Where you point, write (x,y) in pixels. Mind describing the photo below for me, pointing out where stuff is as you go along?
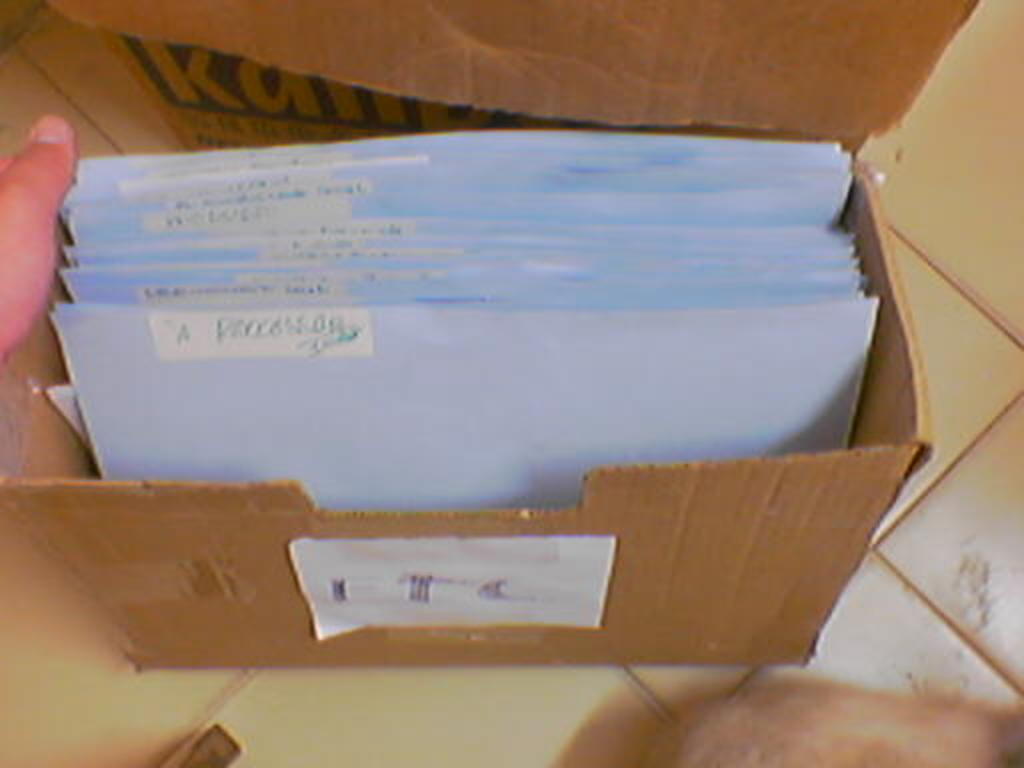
In this image there is a cardboard box (256,569) having few papers (559,311) in it. Left side (23,183) there is a person hand (45,181) visible. Cardboard box (677,596) is kept on the floor (965,532).
